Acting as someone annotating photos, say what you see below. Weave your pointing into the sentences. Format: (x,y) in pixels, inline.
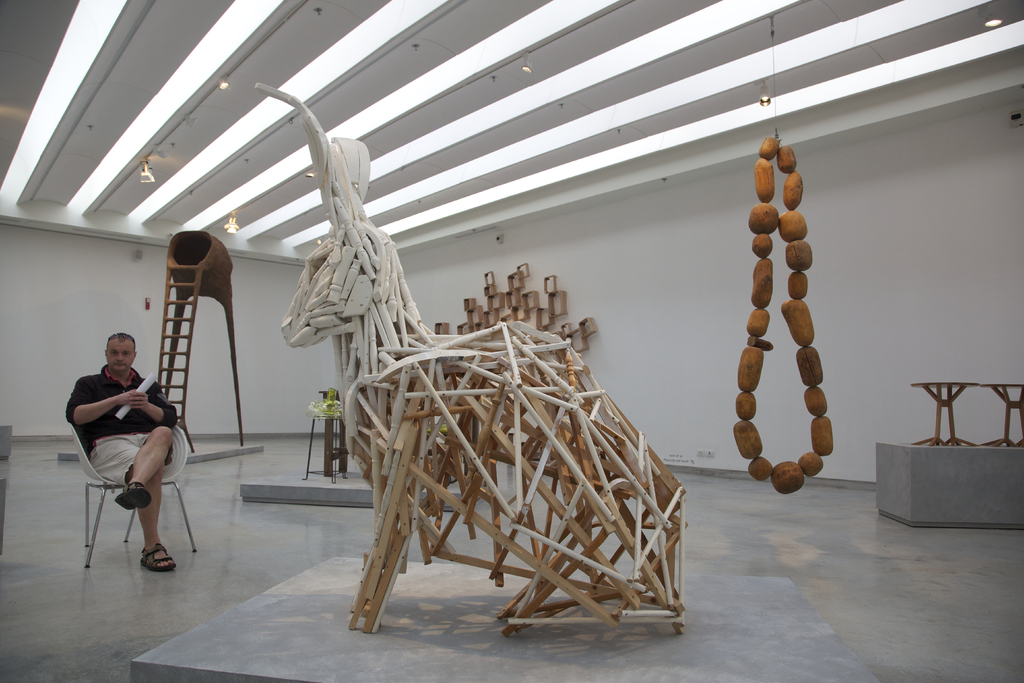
Here in this image we can see a person (110,415) sitting on a chair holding a paper (134,394) and here there is some sort animal presentation (419,473) and right on the top (62,67) there are lights (296,85) and here we can see a ladder (167,311).
